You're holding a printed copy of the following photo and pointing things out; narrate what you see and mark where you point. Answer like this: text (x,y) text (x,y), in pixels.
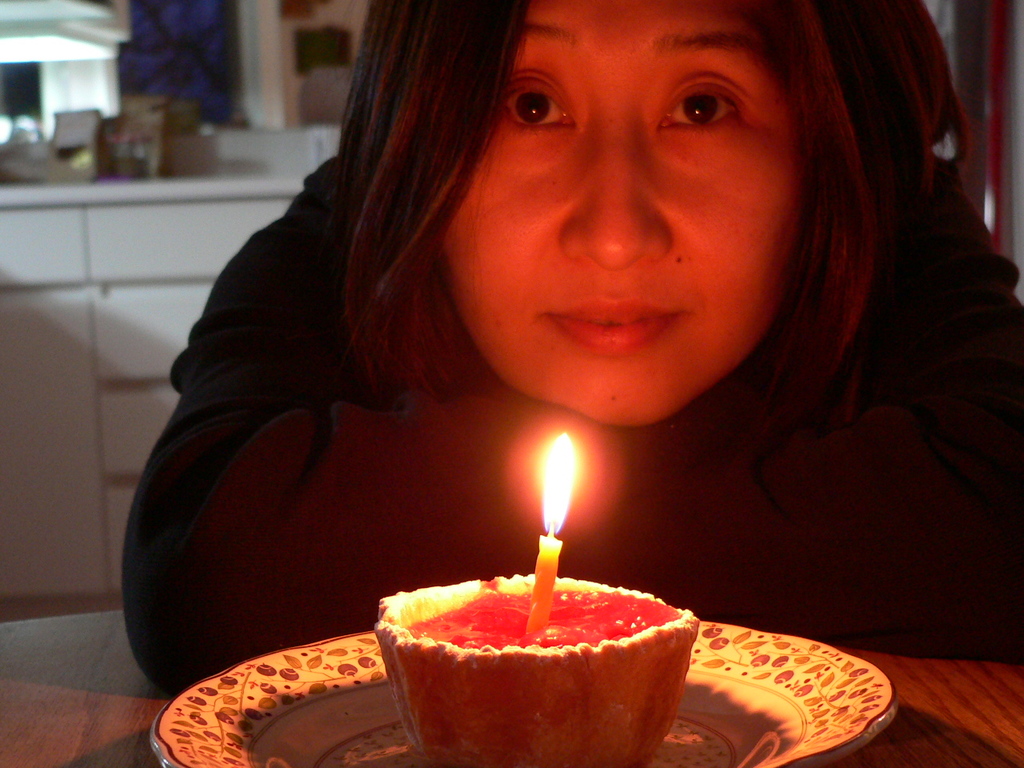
In this image I can see a woman (602,453) and I can see she is wearing black dress (523,467). Here in this place I can see food (502,613) and on it I can see a candle (557,529).
